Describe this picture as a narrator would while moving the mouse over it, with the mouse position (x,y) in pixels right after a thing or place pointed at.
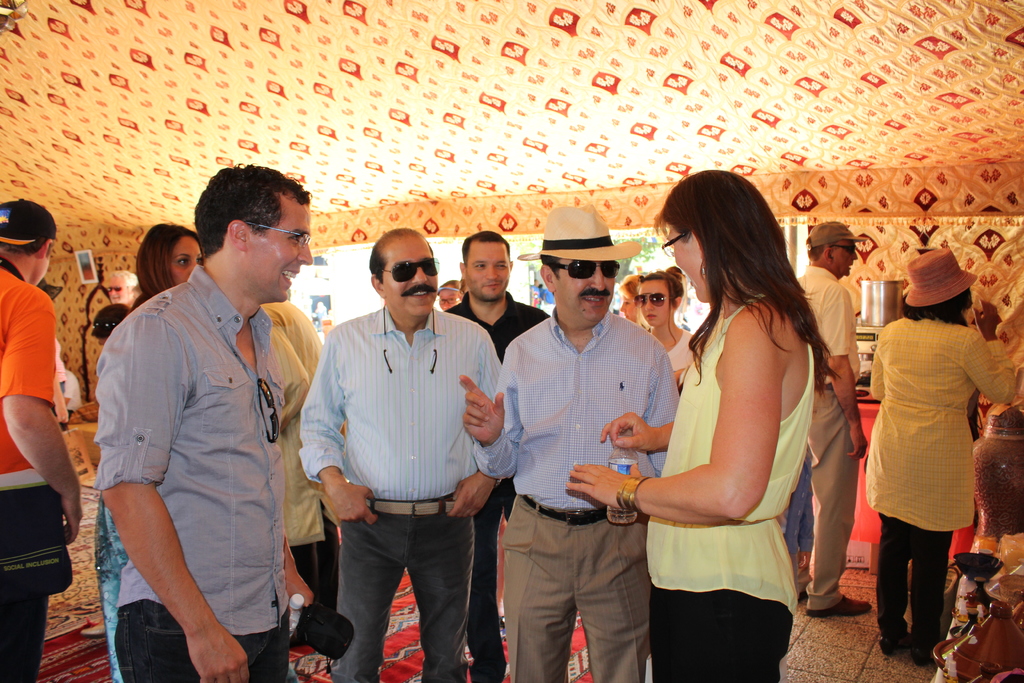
This image consists of many people (45,227). In the front (631,484), there is a woman (701,469) holding bottle (623,463). At the top (519,74), there is a tent (641,54). At the bottom (842,625), there is a floor (834,635). To the right (944,384), there is a woman (937,404) wearing hat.
